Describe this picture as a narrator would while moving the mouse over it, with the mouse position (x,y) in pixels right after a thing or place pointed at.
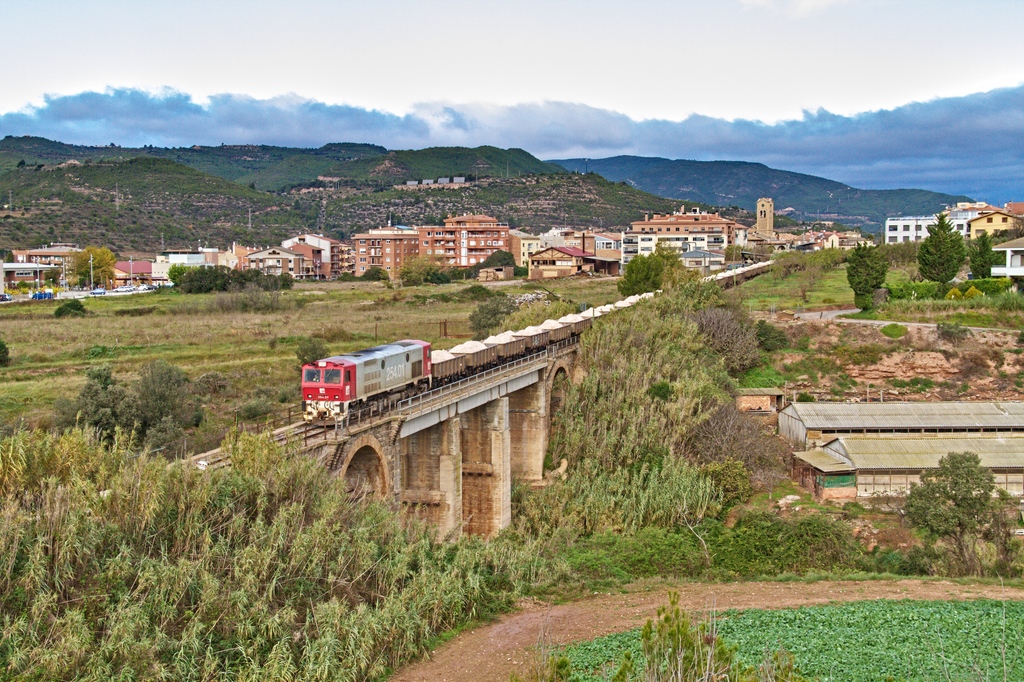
In this image there are trees (148,440), green grass (148,335), buildings (32,249) in the left (185,359) and right corner (957,499). There is mud road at the bottom (529,609). There are trees (164,390), bridge (439,469), train (400,400) in the foreground (521,505). There are buildings (899,220), mountains (865,217), trees (769,333) in the background (503,203). And there is a sky (778,143) at the top (496,138).
